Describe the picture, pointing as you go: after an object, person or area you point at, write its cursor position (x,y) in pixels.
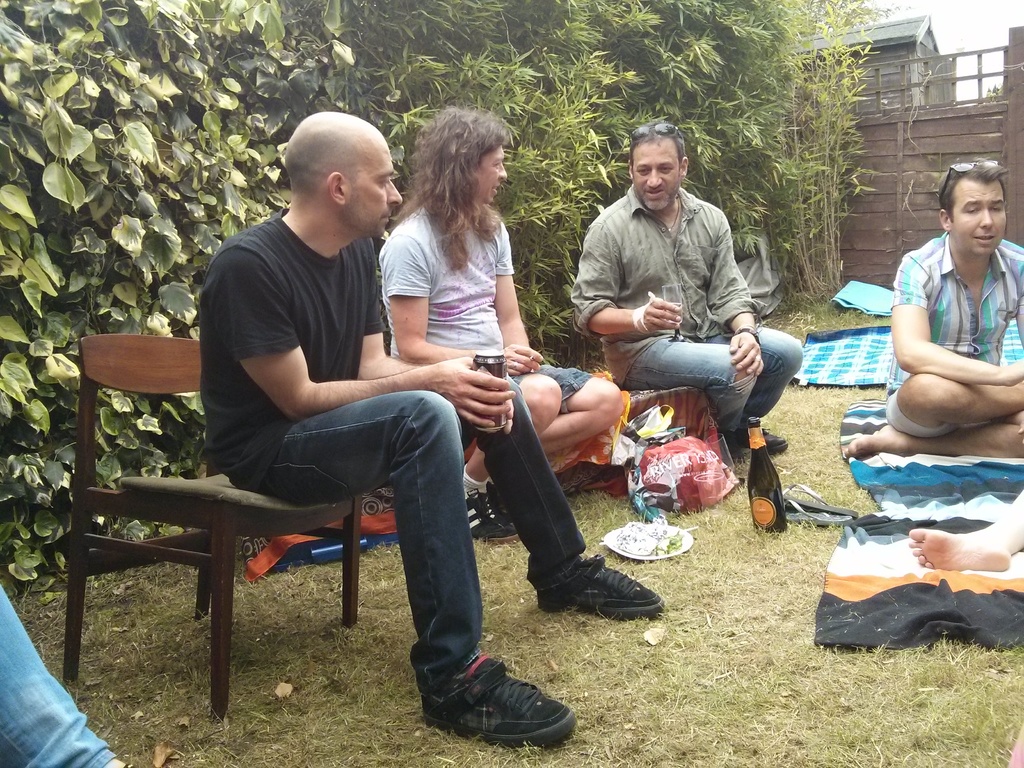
On the left side (264,475), there are three persons (275,489) sitting. One of them is holding a tin (489,371). Behind them, there are plants (146,122). And there is a leg (65,716) of a person (33,706) who is in jean pant (67,766). On the right side (996,392), there is a person (997,374) sitting on a cloth (918,475), which is on the grass (971,737) on the ground (988,708). On this cloth (1007,575), there is a leg (934,551) of a person (1010,523). Beside this cloth (1006,474), there is a bottle (753,469), a plate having food (679,544) and other objects (690,501). In the background (1011,97), there are other two clothes (855,283), a wooden wall (846,272), a building (879,33) and there are clouds (953,40) in the sky (962,40).
